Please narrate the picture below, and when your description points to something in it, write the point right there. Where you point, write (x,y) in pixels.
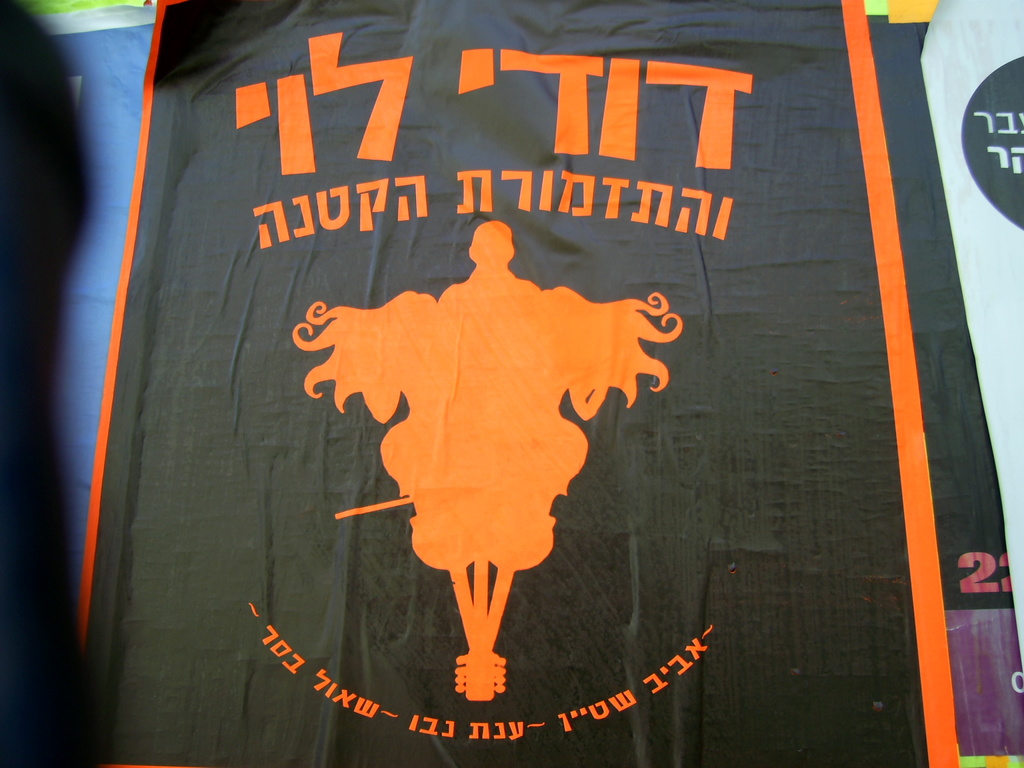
In the center of the image (675,301) there is a black color cloth (589,280) with orange color design (340,362) on it and there is some text (305,668) written.
